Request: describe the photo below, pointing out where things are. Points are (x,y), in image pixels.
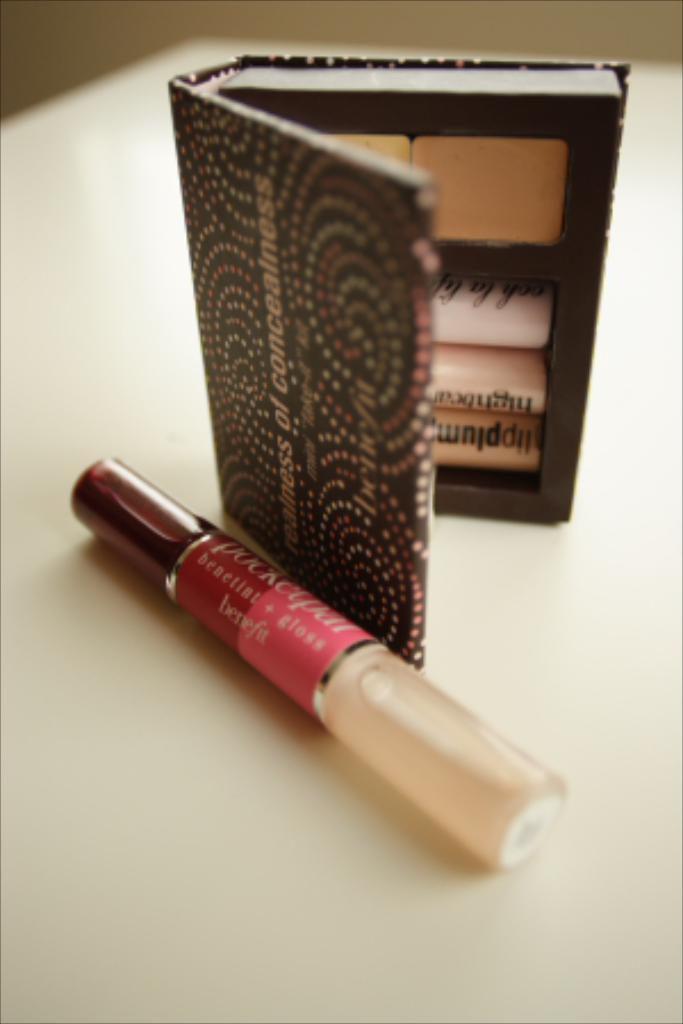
At the bottom of the image (159,829) there is a table (57,527) with an eye shadow kit (396,228) and a lip gloss bottle (409,702) on it. In the background (159,41) there is a wall (571,26).
